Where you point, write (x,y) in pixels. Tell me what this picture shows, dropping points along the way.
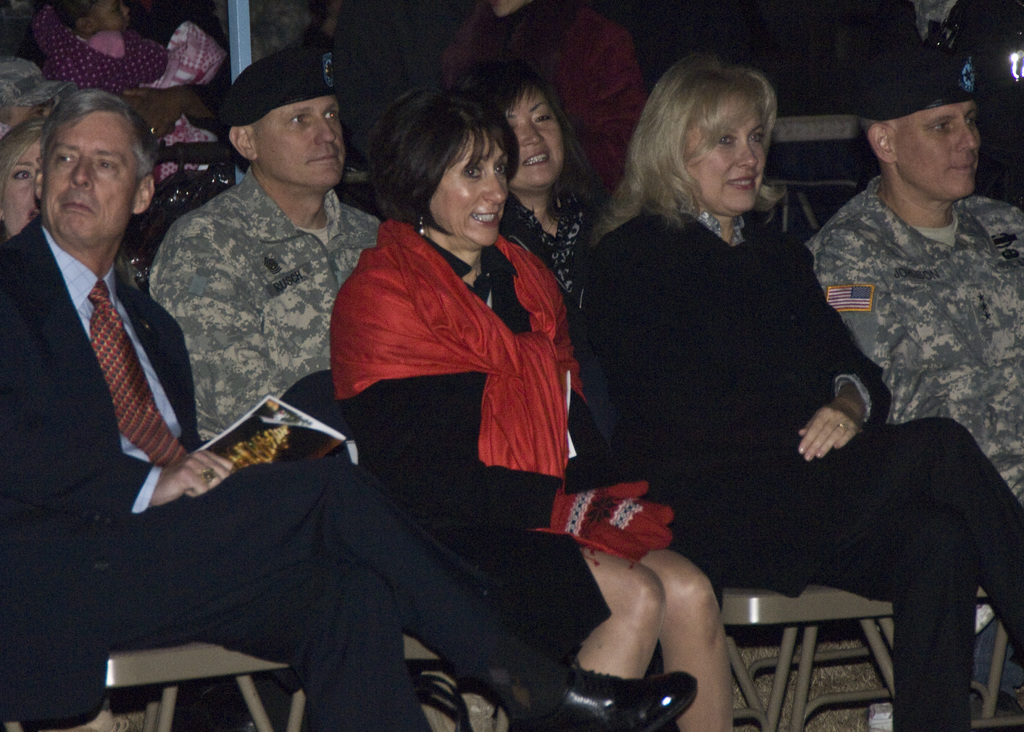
In the picture there are soldiers (312,278) and some other people (417,391) who are sitting, the women (557,185) who are sitting in the first two rows are laughing, behind them there are also few other people (442,45).
